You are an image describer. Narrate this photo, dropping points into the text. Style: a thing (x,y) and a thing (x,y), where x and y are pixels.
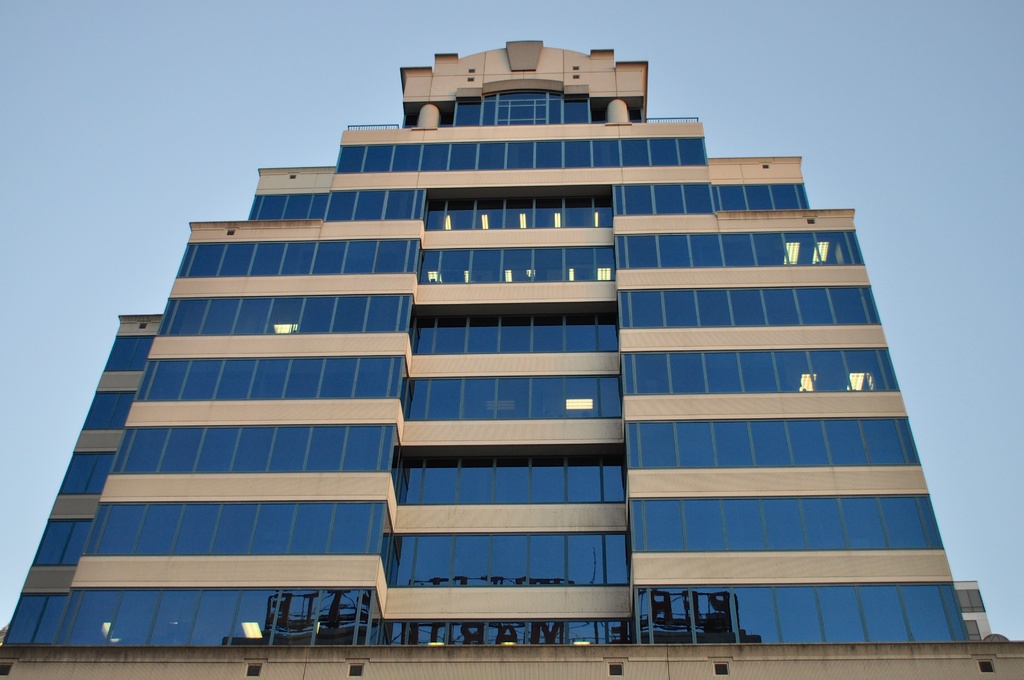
In the foreground of the picture (433,383) there is a building (369,496). Sky (127,138) is clear.
